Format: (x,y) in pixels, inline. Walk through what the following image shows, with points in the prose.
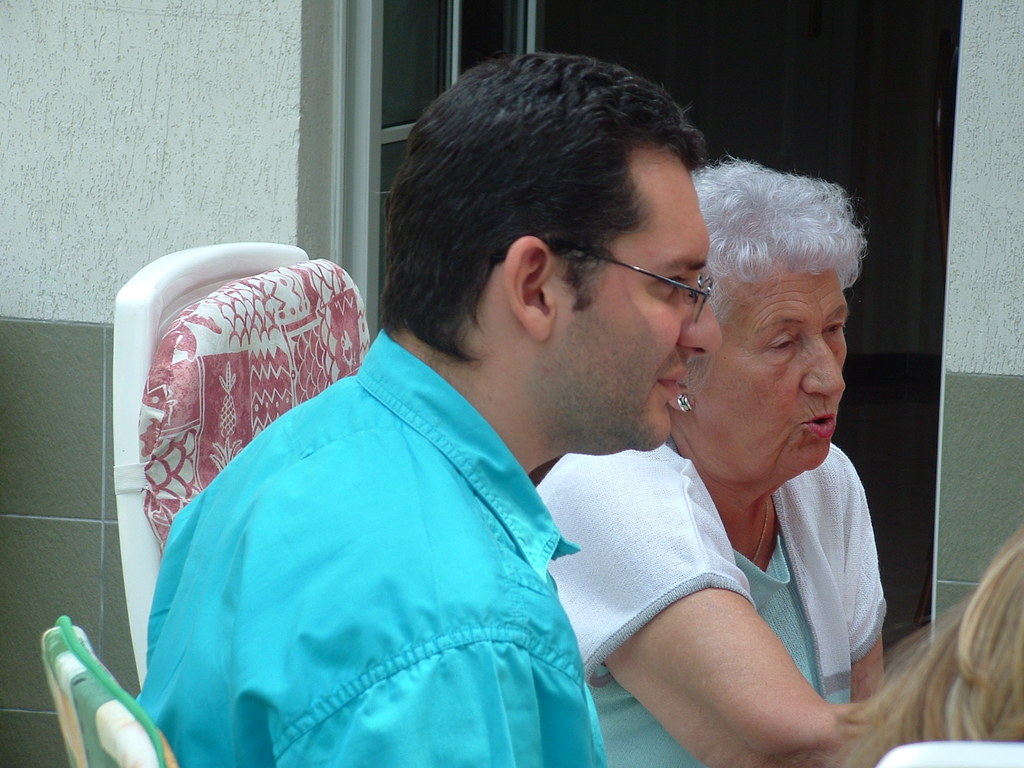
This is the man (507,597) and woman (749,561) sitting on the chairs (235,420). This looks like a cushion (254,354). I think this is the door (392,89). I can see the wall (94,260). at the right corner of the image (899,689), that looks like a person's hair (971,670).
